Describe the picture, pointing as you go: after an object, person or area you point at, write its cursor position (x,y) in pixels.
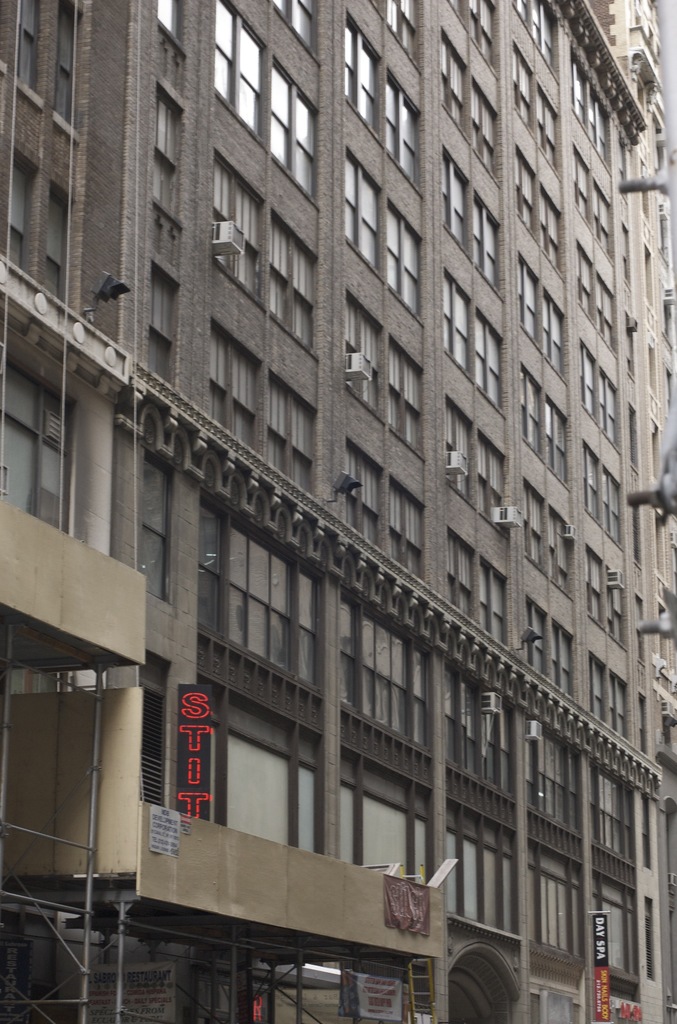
In this image, I can see a building (322,568) with glass windows (244,209), outdoor window AC units (232,253) and lights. At the bottom of the image (218,943), I can see the name boards (376,989), iron rods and few other things (76,716).
